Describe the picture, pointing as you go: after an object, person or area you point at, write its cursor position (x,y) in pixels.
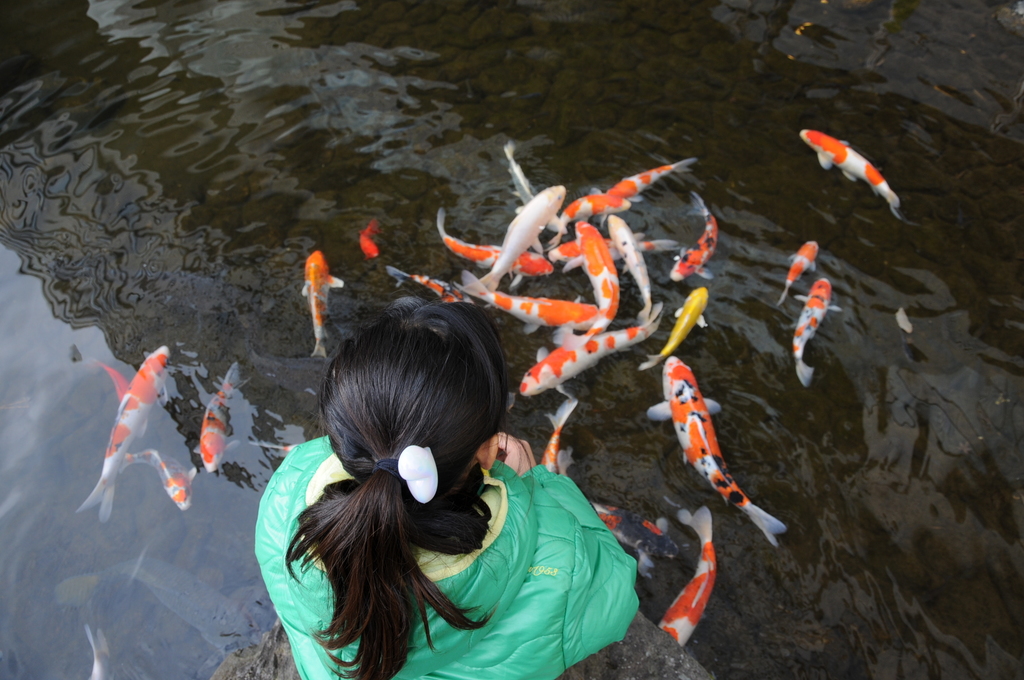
In this picture I can see a woman (431,550) sitting on the rock (638,657) in front of the water (558,267), some fishes (579,360) are in the water (537,341).
